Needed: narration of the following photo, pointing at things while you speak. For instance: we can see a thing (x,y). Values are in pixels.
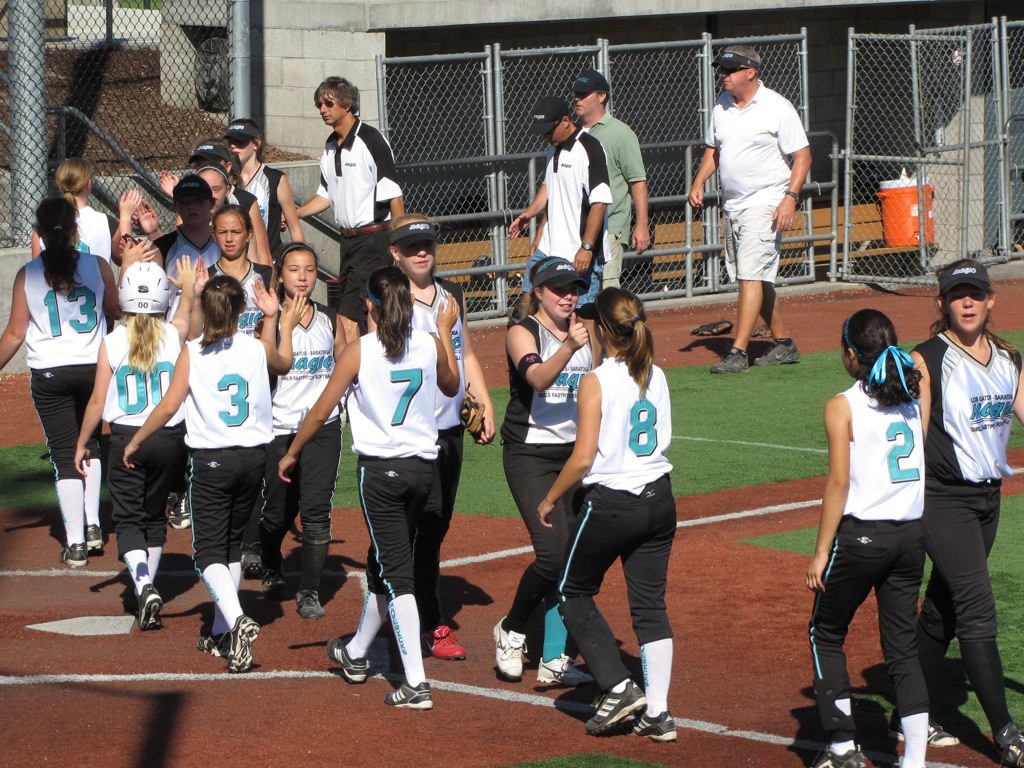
In this image I can see some people (563,500) on the ground (471,584). In the background (525,169), I can see the fence (680,103). I can also see it looks like a bottle (902,215). I can see the wall (339,50).
